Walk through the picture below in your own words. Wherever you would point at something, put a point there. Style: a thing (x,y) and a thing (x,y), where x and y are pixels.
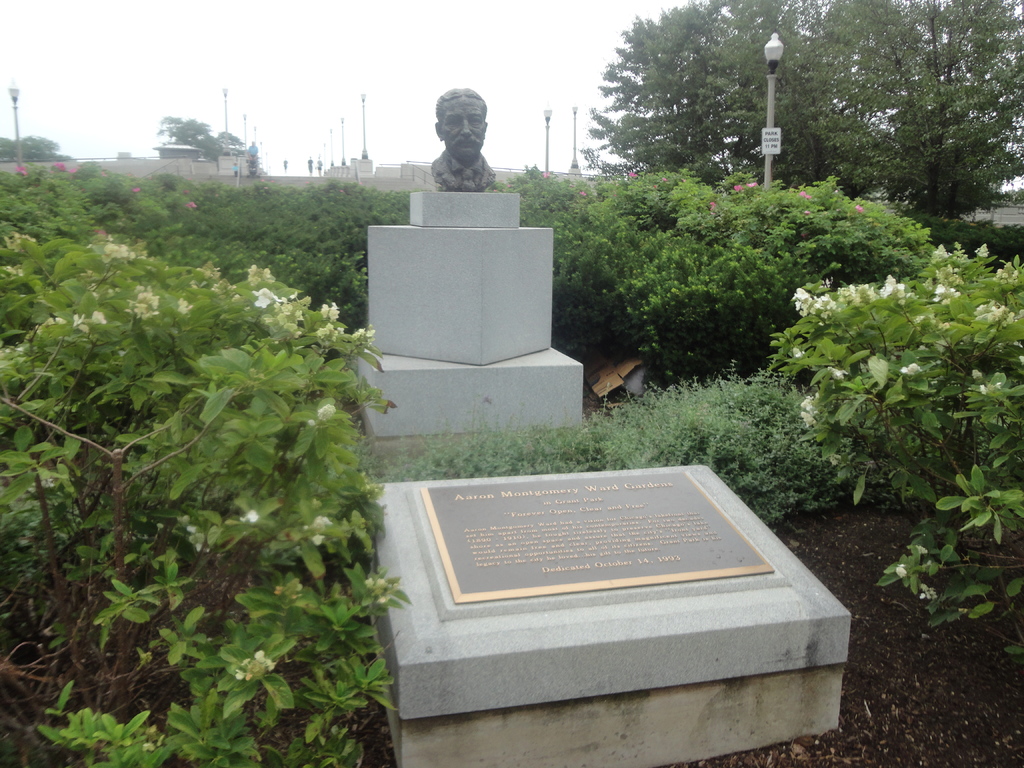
In this image, we can see a statue (466,176) on an object (501,247). We can see the ground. We can see a board (535,490) with some text (473,556). We can see some grass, plants (237,513), trees (790,104), poles (772,96). We can see a poster (778,148) with some text (764,137). We can see the wall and the sky (506,4).
